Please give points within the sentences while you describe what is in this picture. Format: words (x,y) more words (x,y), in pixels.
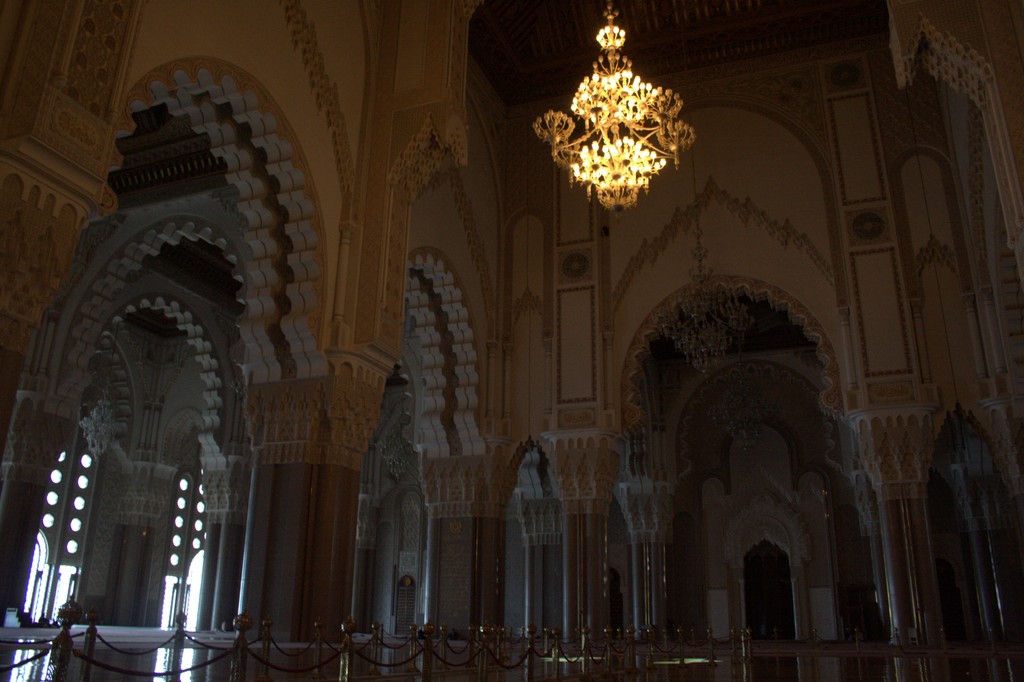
In this image I can see a fence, pillars (655,605), a person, wall (675,255) and a chandelier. This image is taken may be in a palace (550,600) during a day.
